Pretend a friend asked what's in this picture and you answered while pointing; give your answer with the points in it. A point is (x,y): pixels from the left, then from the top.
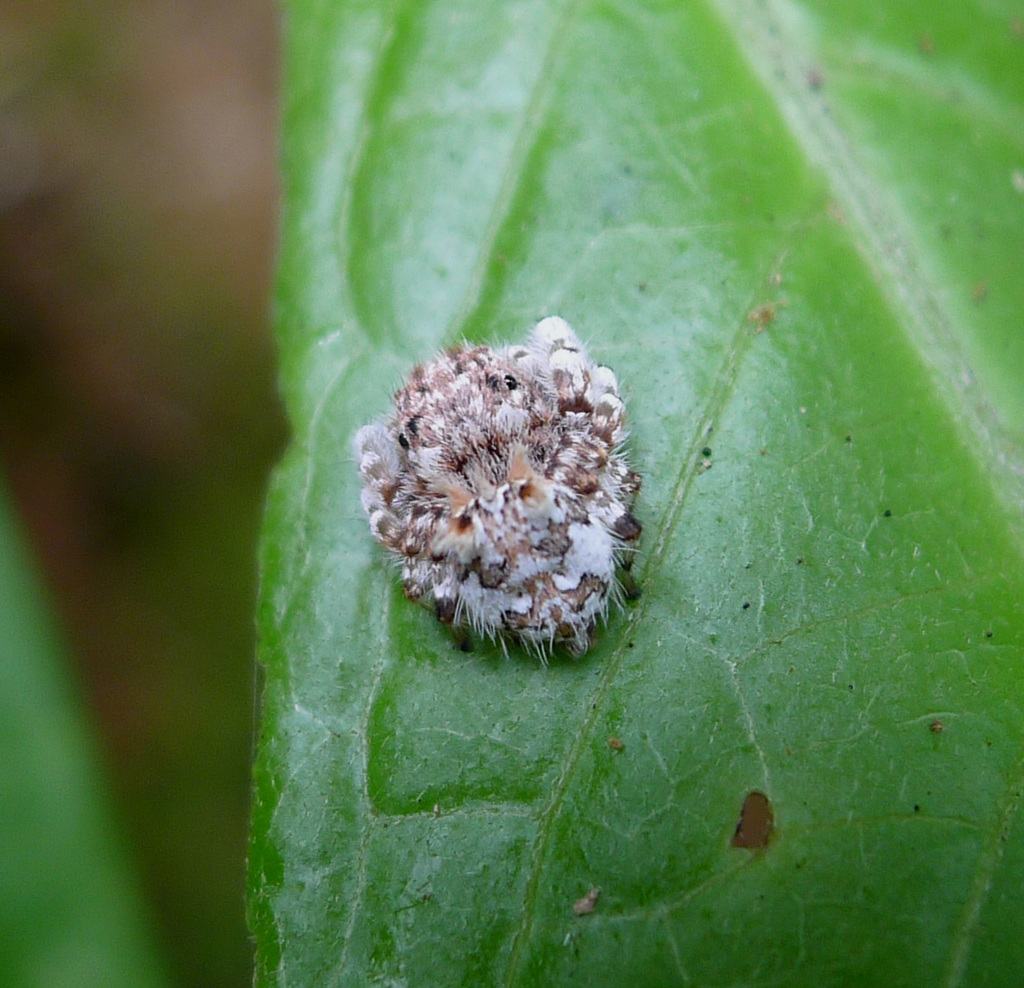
This is a zoomed in picture. In the center (401,453) there is an insect (549,446) on the green color leaf (515,661). The background of the image (29,221) is blurry.
